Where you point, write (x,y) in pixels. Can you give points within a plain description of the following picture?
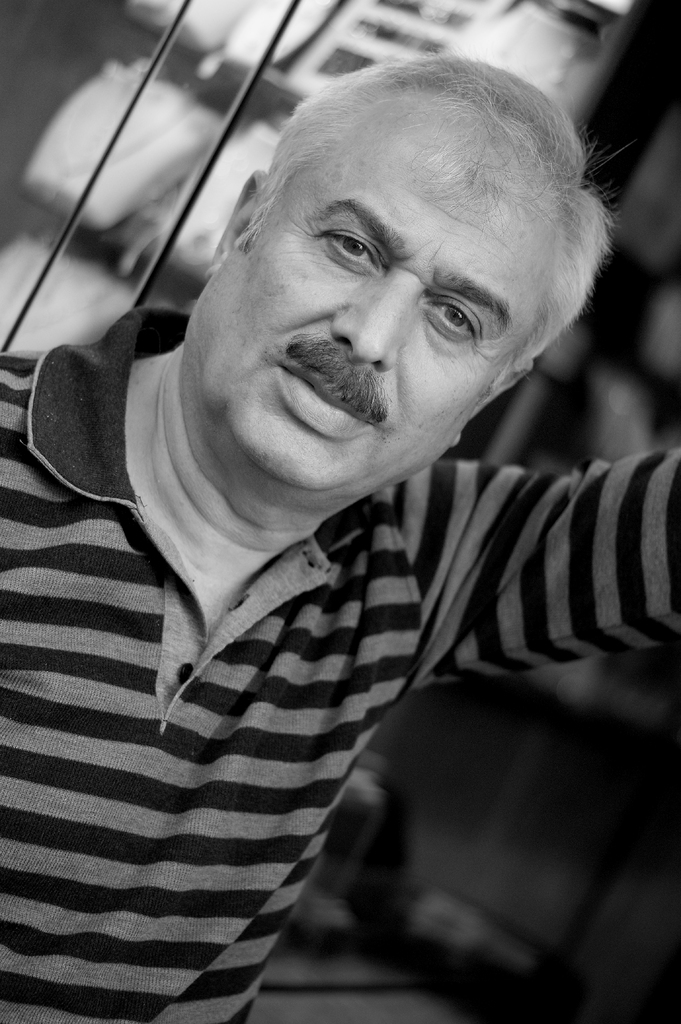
This is black and white image where we can see a man (214,848). In the background of the image (473,757), we can see the glass (142,116) and objects (117,178).
